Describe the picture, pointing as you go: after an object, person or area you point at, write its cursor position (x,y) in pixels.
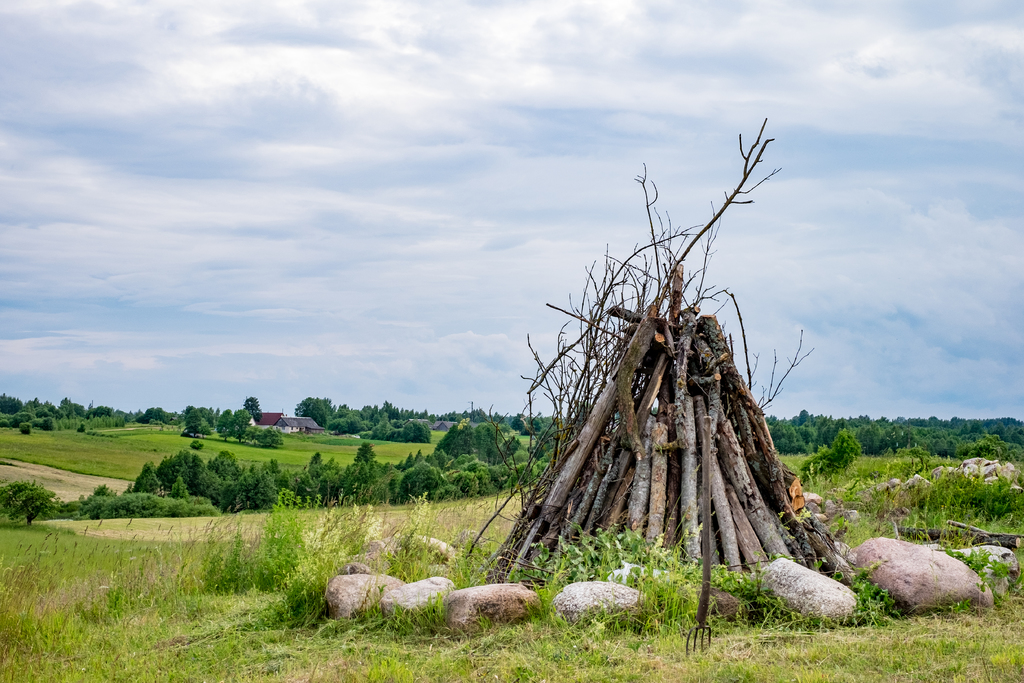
In this image we can see heap of logs (660,341) and there are rocks (992,479). In the background (329,423) there are trees (249,467), sheds (318,428) and sky (377,390). At the bottom (267,635) there is grass (566,670).
